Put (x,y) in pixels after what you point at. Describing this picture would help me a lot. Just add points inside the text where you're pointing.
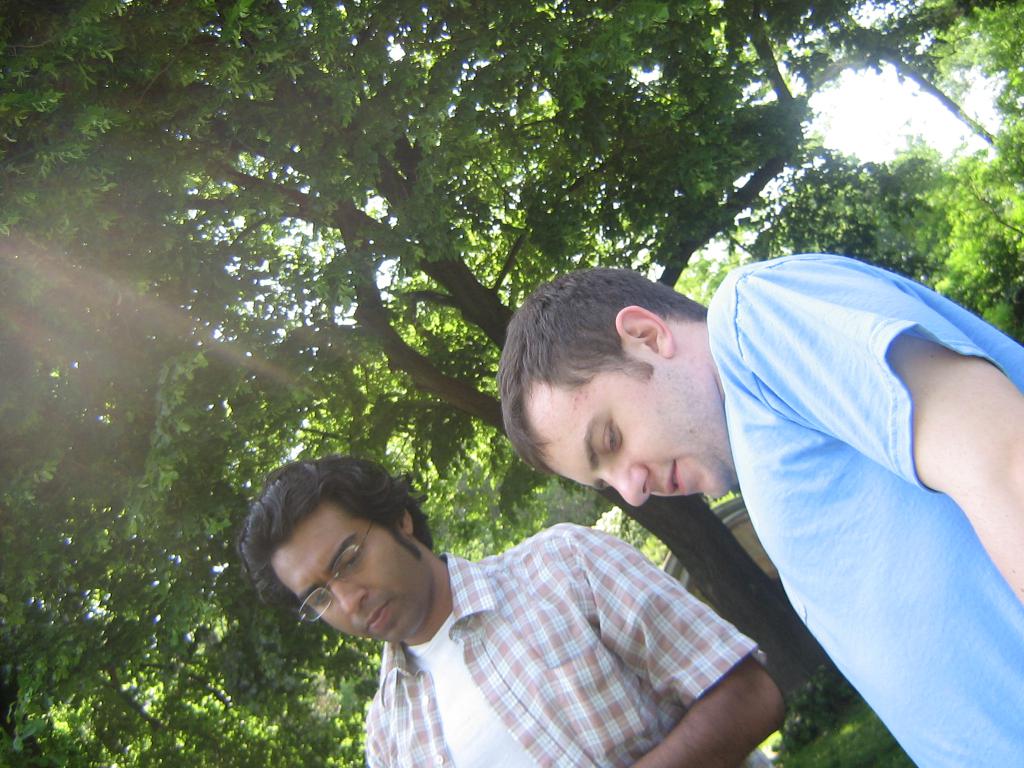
In this image we can see two people (937,327) are standing, some big trees (80,594), plants (561,520), grass (892,747) on the surface (776,740), one object (743,525) are on the surface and at the top (883,108) there is the sky (839,112).
